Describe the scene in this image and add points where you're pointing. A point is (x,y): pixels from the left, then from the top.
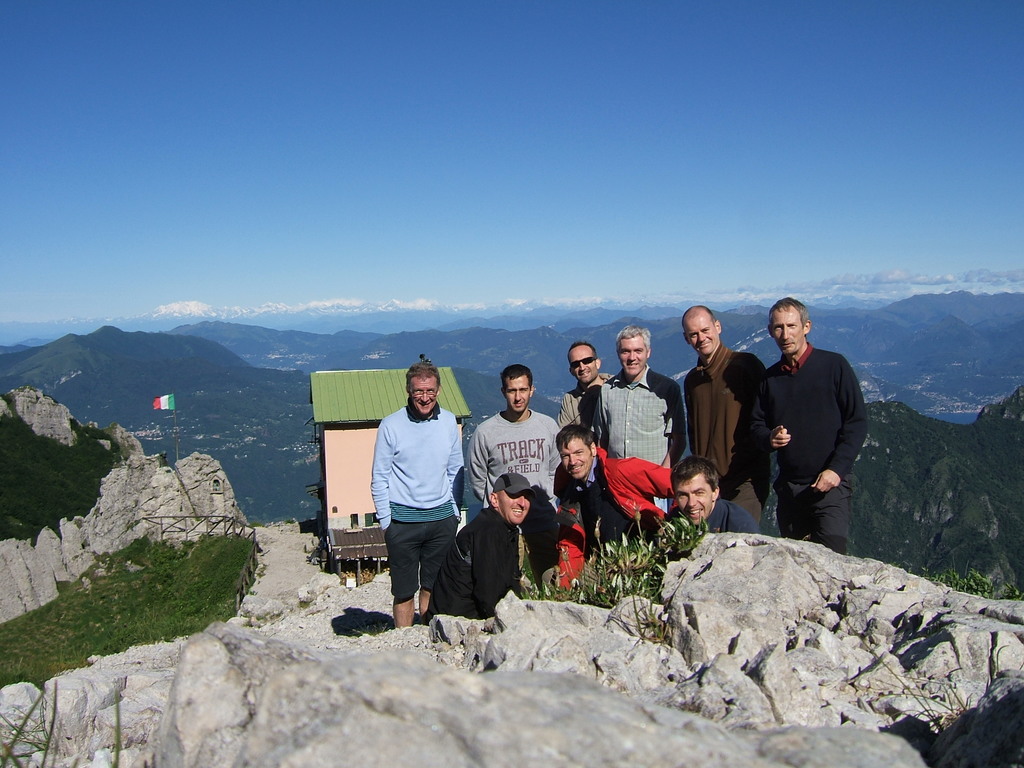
In this image there are people (540,469) on the land (796,706) having plants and rocks (710,644). Left side (16,599) there is a grassland (157,567) having fence (208,530) and rocks (202,497). A flag (168,404) is attached to the pole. There is a house (349,475). Background (955,528) there are hills (70,361). Top of the image (559,36) there is sky (542,270).
